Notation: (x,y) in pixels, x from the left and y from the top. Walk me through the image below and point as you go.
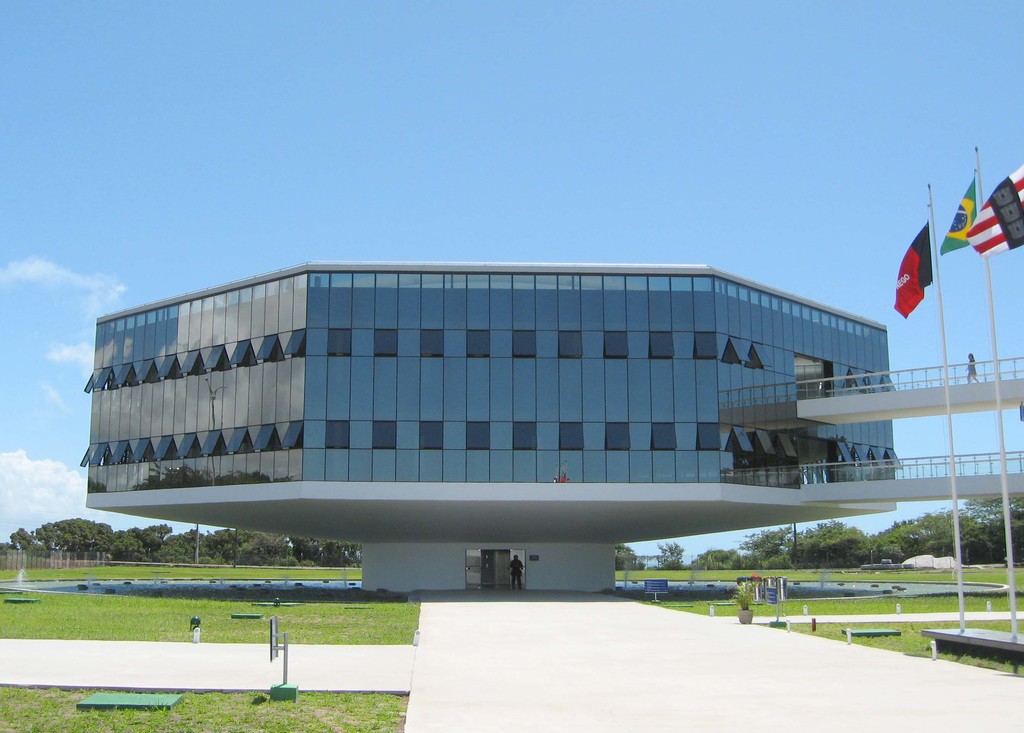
This is the building (522,445) with glass doors (308,449). I think these are the bridges (849,415), which are attached to the building (791,467). I can see a person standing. These are the three flags (914,268), which are hanging to the poles (996,378). I can see another person (976,378) walking on the bridge (983,380). This is the grass (141,608). I can see a flower pot (744,619) with a plant (744,603). These are the trees (831,543).
